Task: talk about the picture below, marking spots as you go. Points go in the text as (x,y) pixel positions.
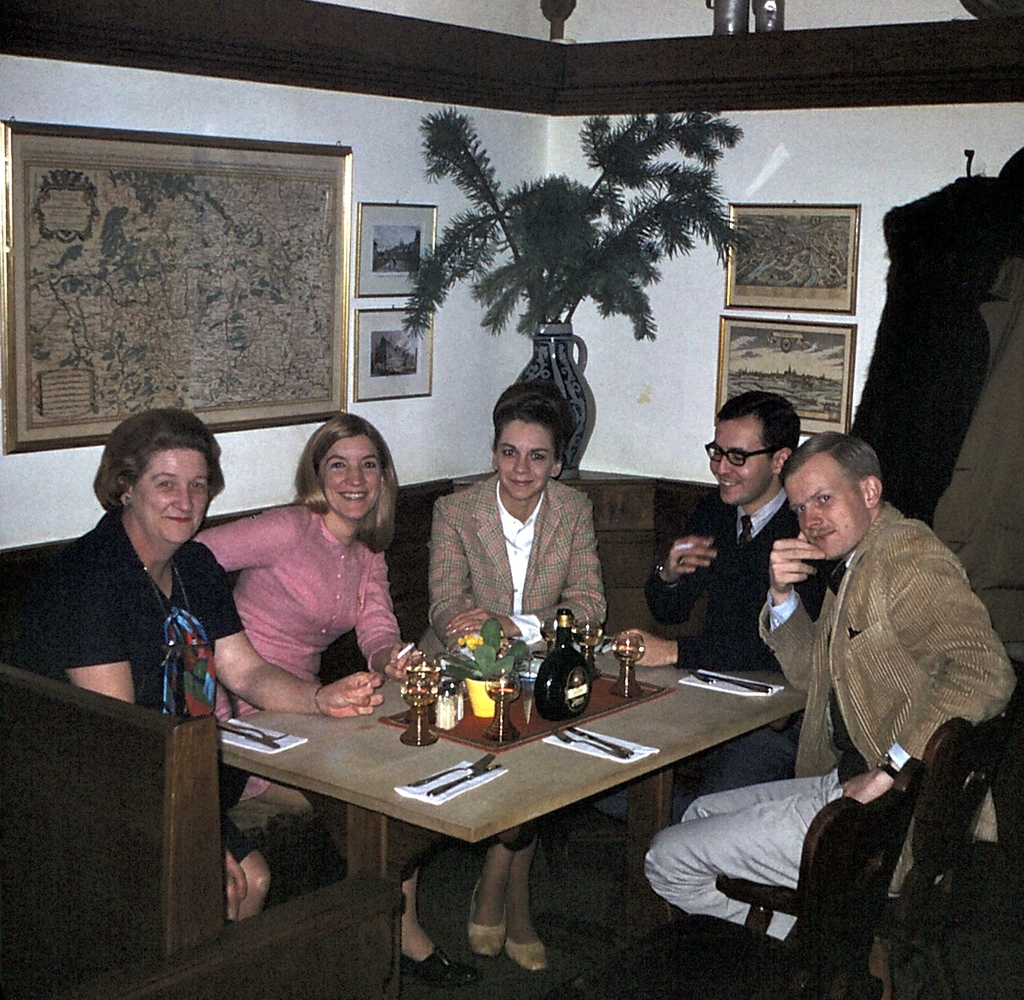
There are persons (326,520) in different color dresses (218,540). Four of them are sitting on the sofa (47,666) and one person (986,628) is sitting on a chair (912,792) around the table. On which, there are bottles (571,648), glasses (617,654), a flower vase (484,681) and knives (489,762) and forks (471,767) which are arranged on the white color papers (485,776). In the background (42,146), there are photo frames (311,372) on the white wall (642,347), there is a pot plant (573,293) and there are cups (769,27) and other objects (569,11) on the wall (390,4).
